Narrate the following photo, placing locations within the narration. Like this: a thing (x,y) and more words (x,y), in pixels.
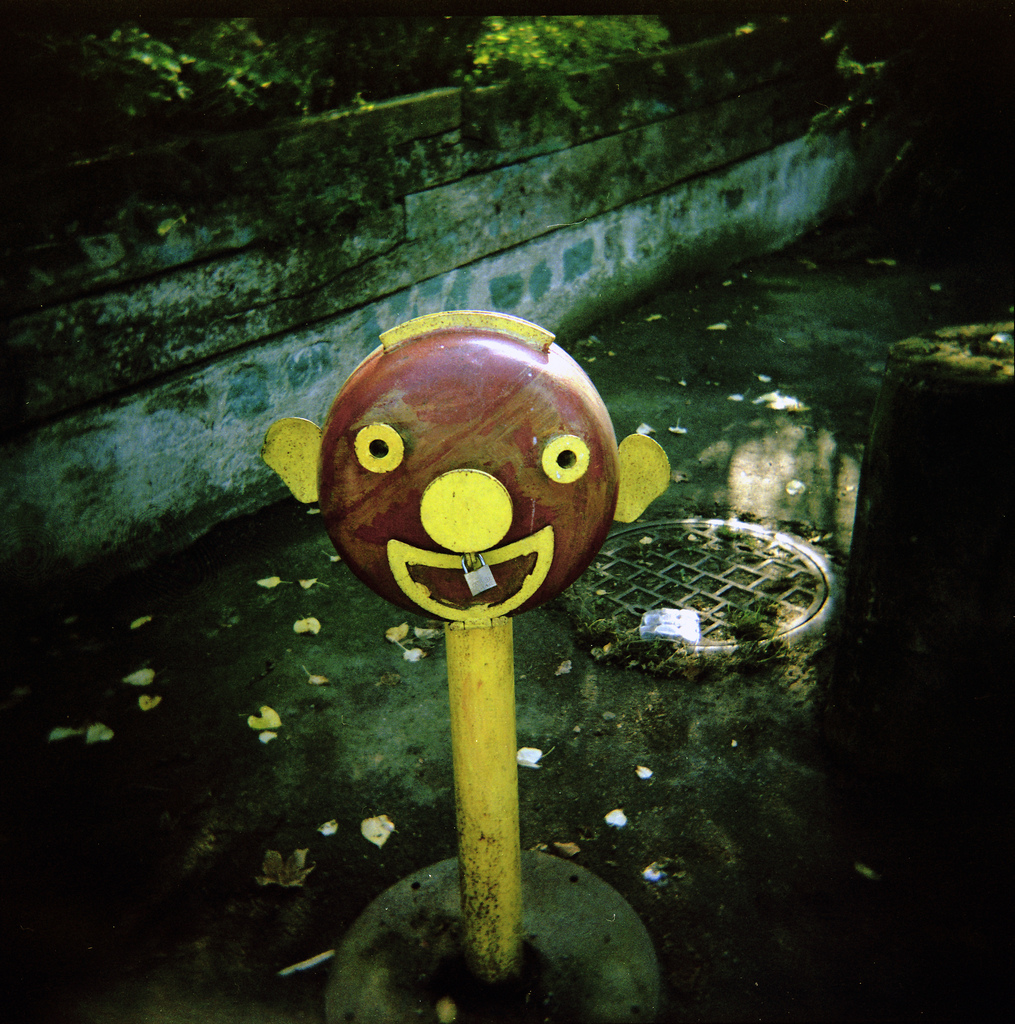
In this image I can see a red and yellow colour thing (532,508) in the front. In the centre of the image (659,553) I can see a round thing (718,539) on the ground (422,706) and on the top side of the image (216,70) I can see few plants (436,26).
